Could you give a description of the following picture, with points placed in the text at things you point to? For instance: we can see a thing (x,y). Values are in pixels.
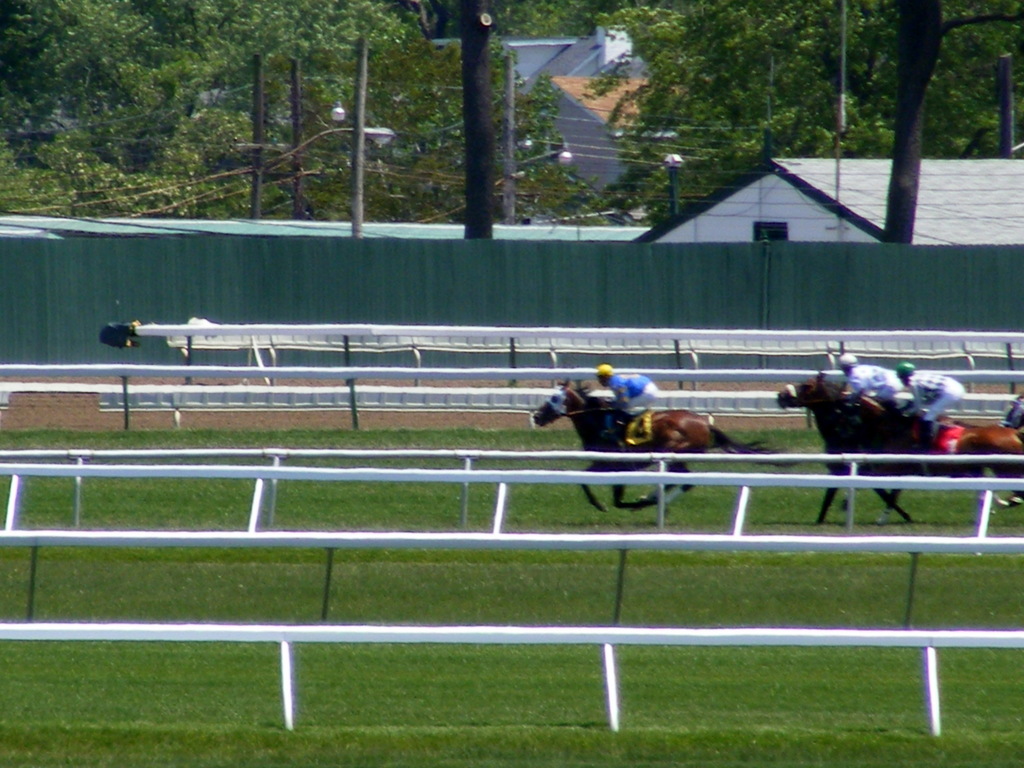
In the image there are few persons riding horse (831,431) on the grassland (416,565) inside the fence (275,453), this seems to be horse race, in the back (672,309) there is a wall (102,270) with a building (741,221) behind it and tree (421,115) and electric poles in the background (840,105).
